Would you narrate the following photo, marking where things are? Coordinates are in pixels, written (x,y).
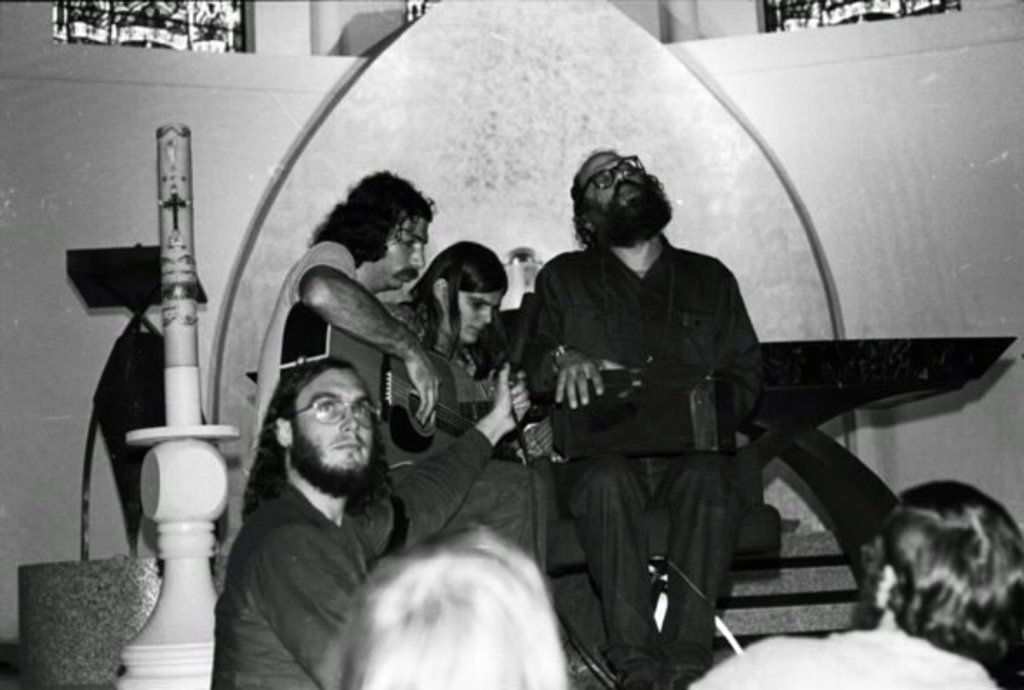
In this image we can see some persons (570,393) sitting at the background of the image (479,409) playing some musical instruments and there is wall (220,60) and windows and at the foreground of the image (445,635) there are two persons (976,548) sitting.
